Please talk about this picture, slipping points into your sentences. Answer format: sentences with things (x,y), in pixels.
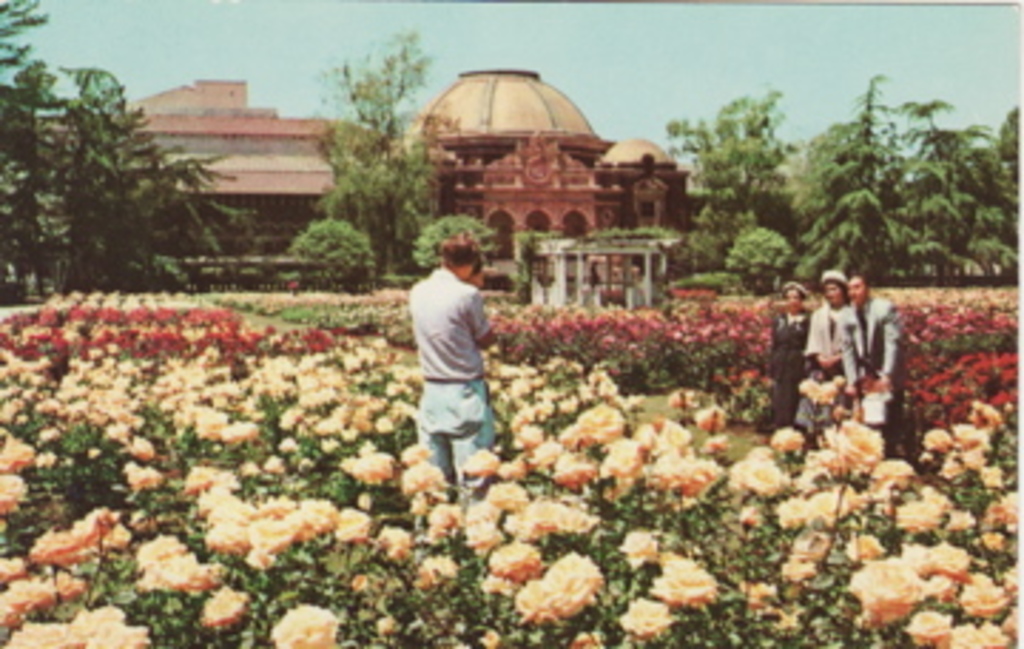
This image looks like an edited photo, in which I can see four persons (787,381) are standing on grass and I can see flowering plants (105,548) in a farm (278,459). In the background (272,187), I can see buildings (575,162), trees (367,193), domes (658,153) and the sky (601,136).
